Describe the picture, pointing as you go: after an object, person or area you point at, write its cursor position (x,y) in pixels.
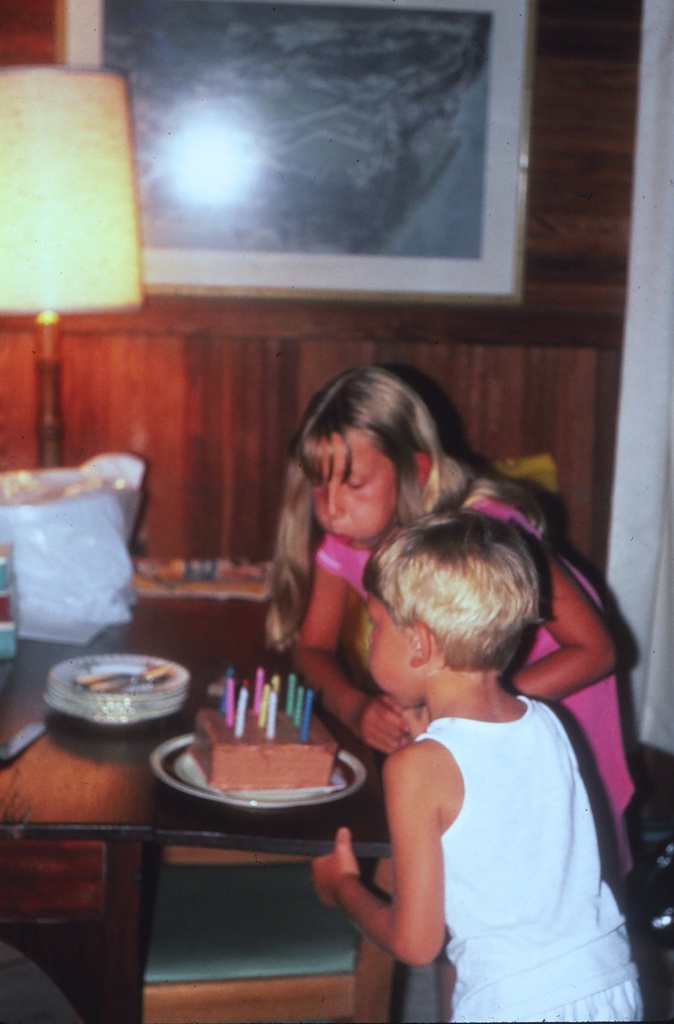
Here we can see that a boy (457,603) is standing on the floor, and beside a girl (385,395) is standing, and in front (123,677) there is the table (147,598) and cake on it, and some plates (133,676) and other objects (26,552), and here is the lamp (95,298), and at back (406,73) there is the photo frame (395,73).
